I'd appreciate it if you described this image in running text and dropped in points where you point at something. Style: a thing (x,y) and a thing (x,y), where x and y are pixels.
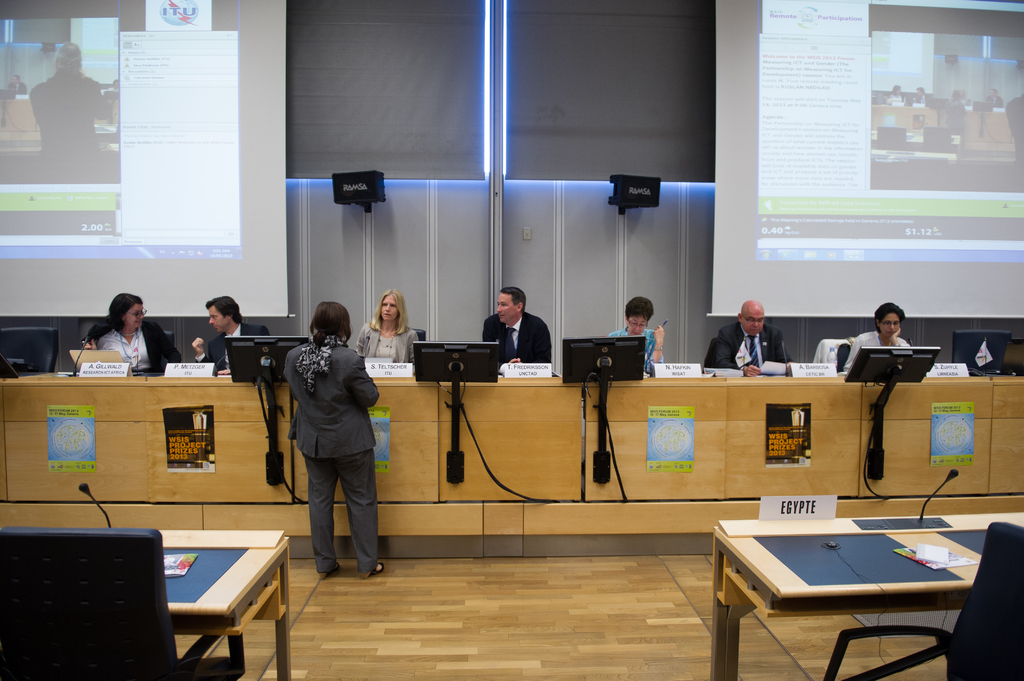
In this picture we can see some persons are sitting on the chairs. This is table (588,442). On the table (624,398) there are monitors (876,411). Here we can see a person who is standing on the floor (543,636). On the background (97,174) there are screens (873,216). And this is floor (425,637).
